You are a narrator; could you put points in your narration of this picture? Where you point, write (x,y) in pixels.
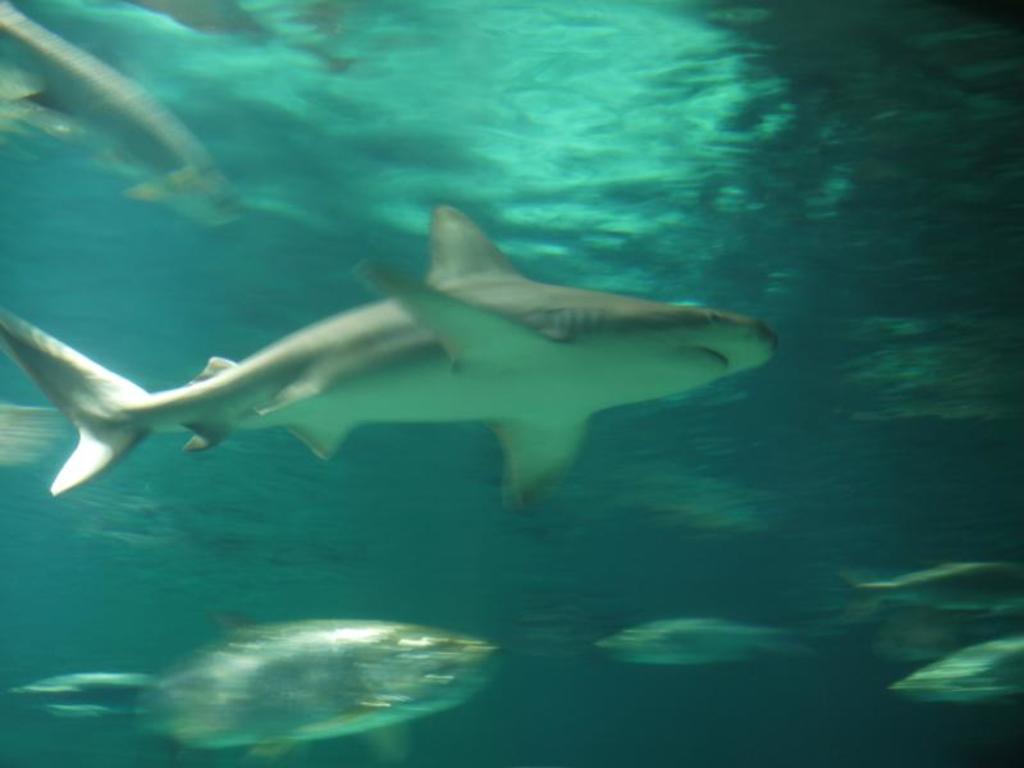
In this image I can see few fishes (107,422) inside the water (536,161). The water (540,137) is in green color.
